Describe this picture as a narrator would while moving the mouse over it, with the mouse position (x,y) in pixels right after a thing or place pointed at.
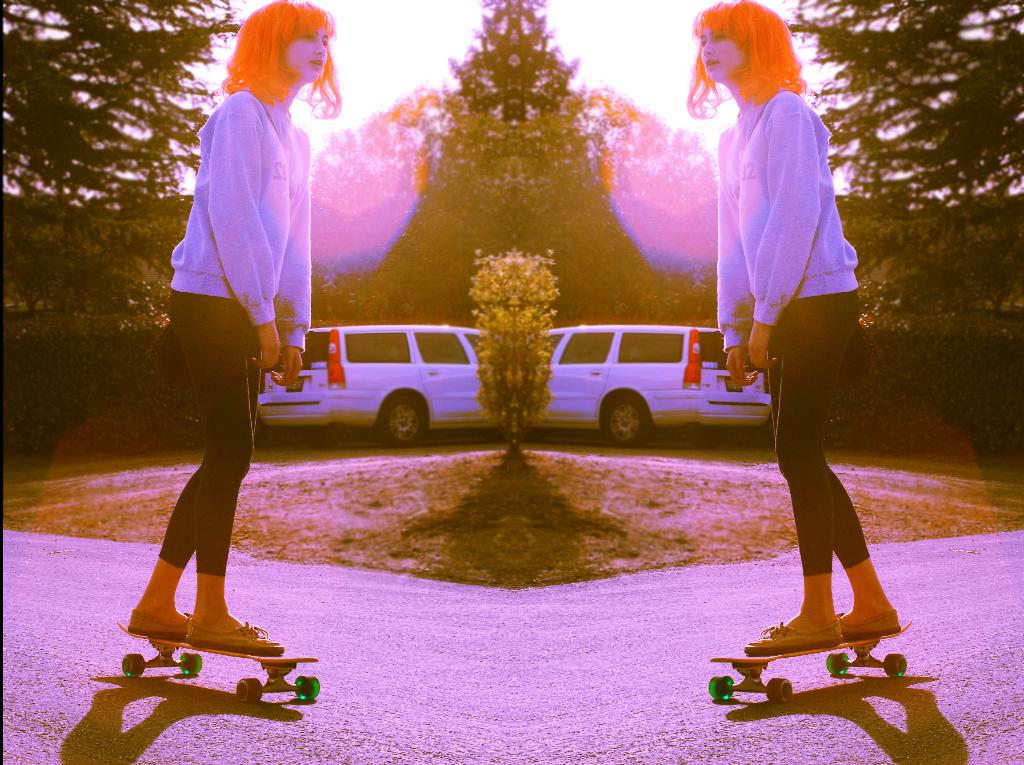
In this image we can see a woman (262,61) and she is skating on the road (139,564). Here we can see a car (444,413). Here we can see the trees (390,279).
